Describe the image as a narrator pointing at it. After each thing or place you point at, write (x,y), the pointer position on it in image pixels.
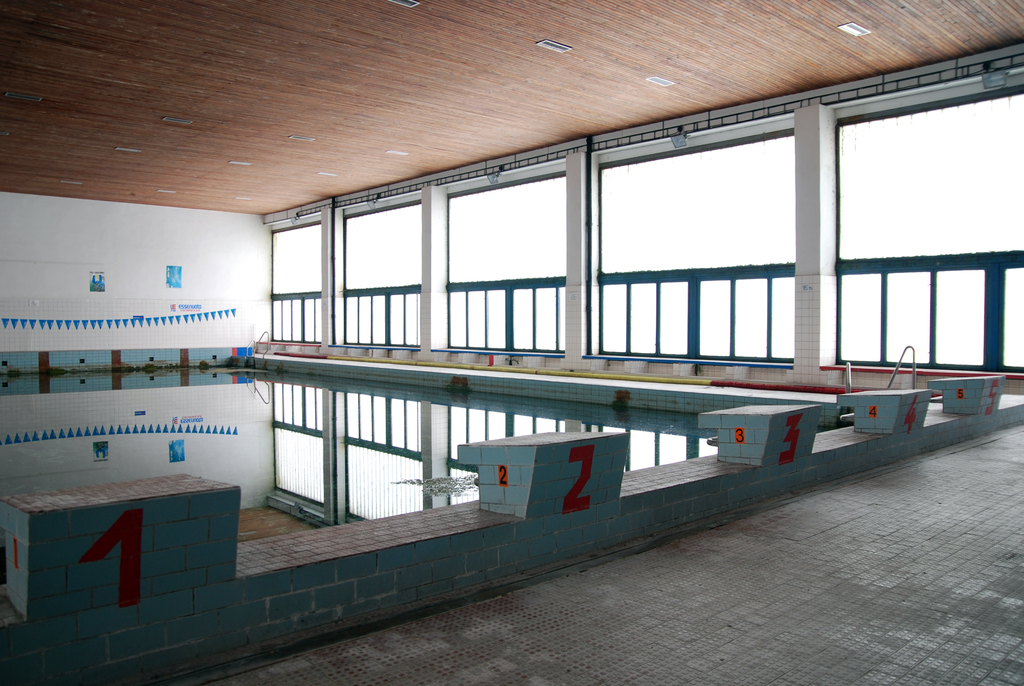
In the foreground of this picture (440,601) we can see the pavement (554,594) and the numbers (571,506) on the objects (767,459). At the top (267,84) there is a roof (299,120) and the ceiling lights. In the background (349,318) we can see the pictures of some objects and we can see the wall (229,263), windows (487,239) and some other objects (794,391).
